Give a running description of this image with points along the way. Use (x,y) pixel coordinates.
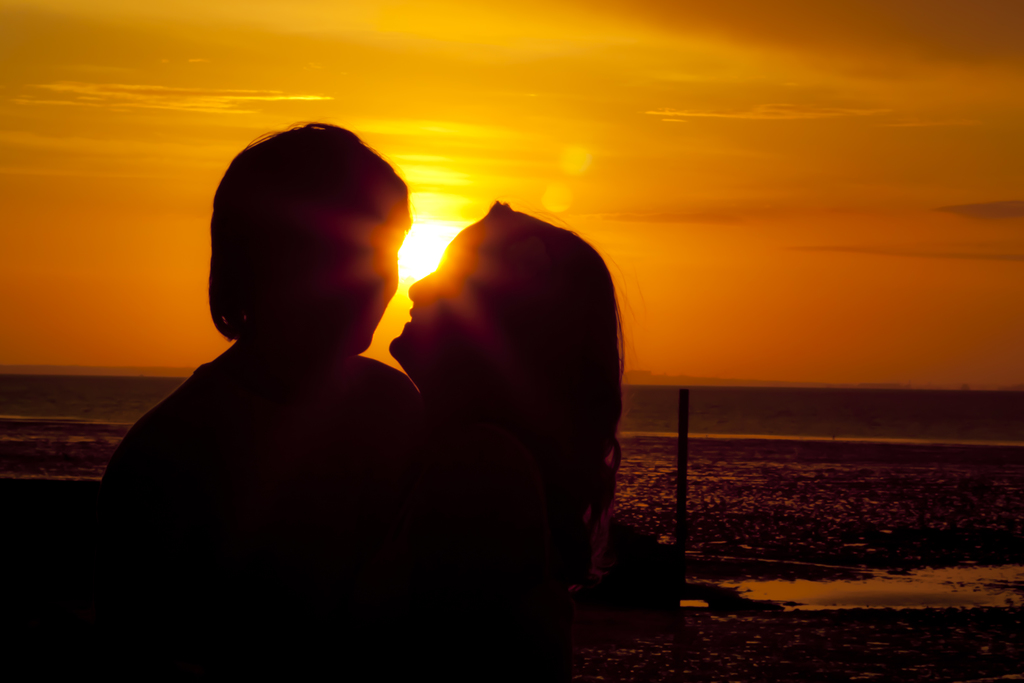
In the foreground of the image (420,306) there are people (448,290). In the background of the image (162,174) there is sky (494,189), sun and water (678,427).
